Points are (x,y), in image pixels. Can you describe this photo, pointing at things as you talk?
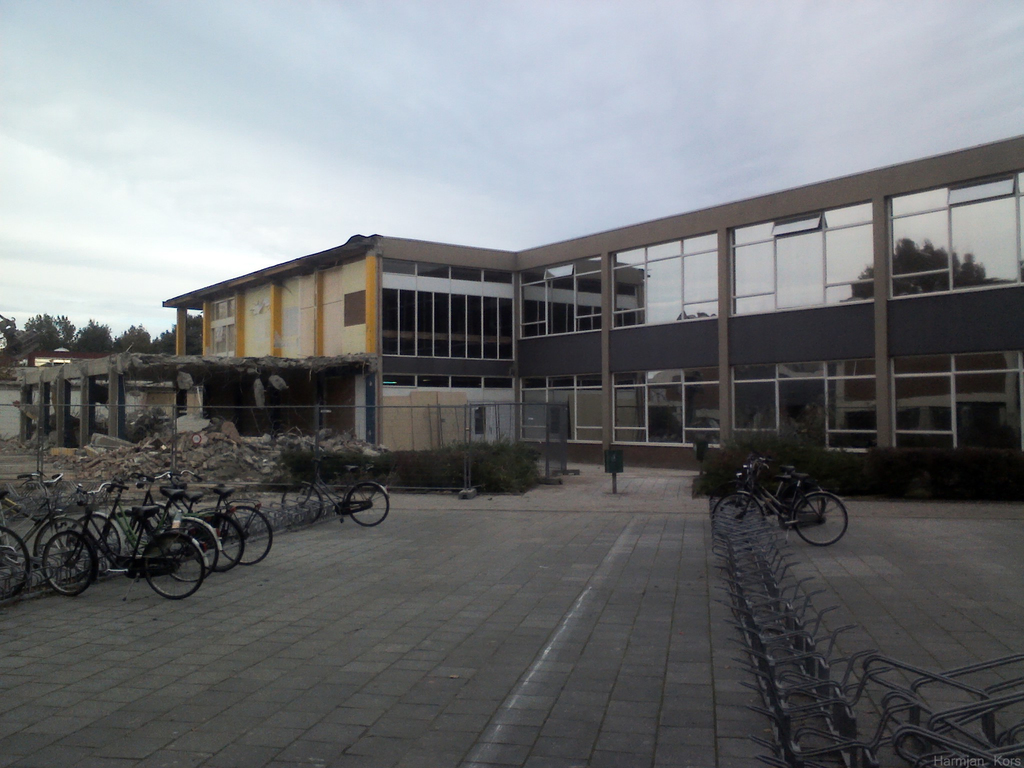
In this picture I can see a building (583,336) and few bicycles (99,538) parked and I can see trees (67,325) and I can see metal fence (547,466), plants (880,460) and I can see cloudy sky (475,91) and I can see dismantled building (211,453).
